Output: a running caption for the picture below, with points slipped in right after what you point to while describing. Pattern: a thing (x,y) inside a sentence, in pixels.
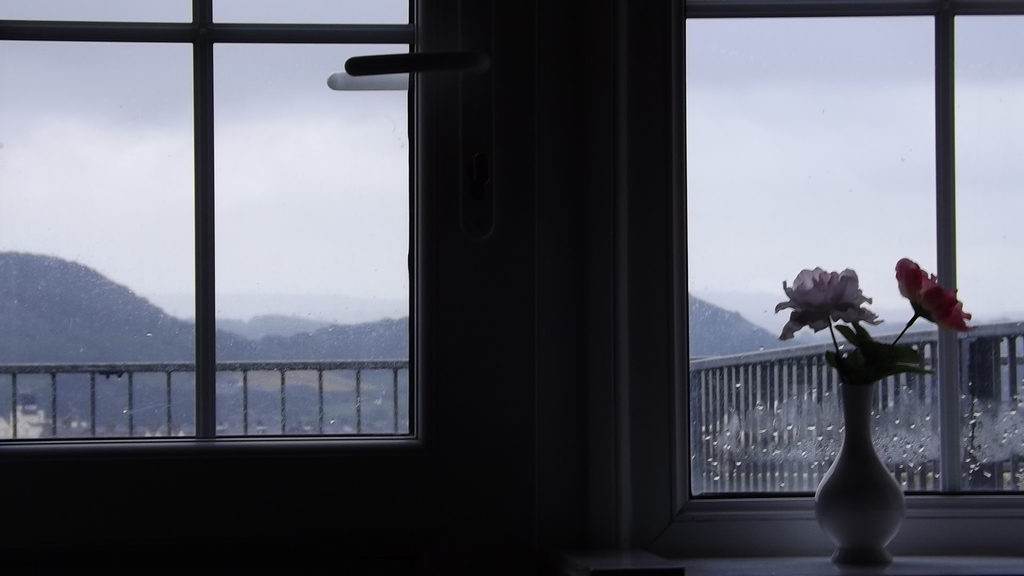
In this image there is a flower vase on the object (980,560), and at the background (926,549) there are windows (646,361), buildings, iron grills (125,381), hills (187,356), sky (265,249).
